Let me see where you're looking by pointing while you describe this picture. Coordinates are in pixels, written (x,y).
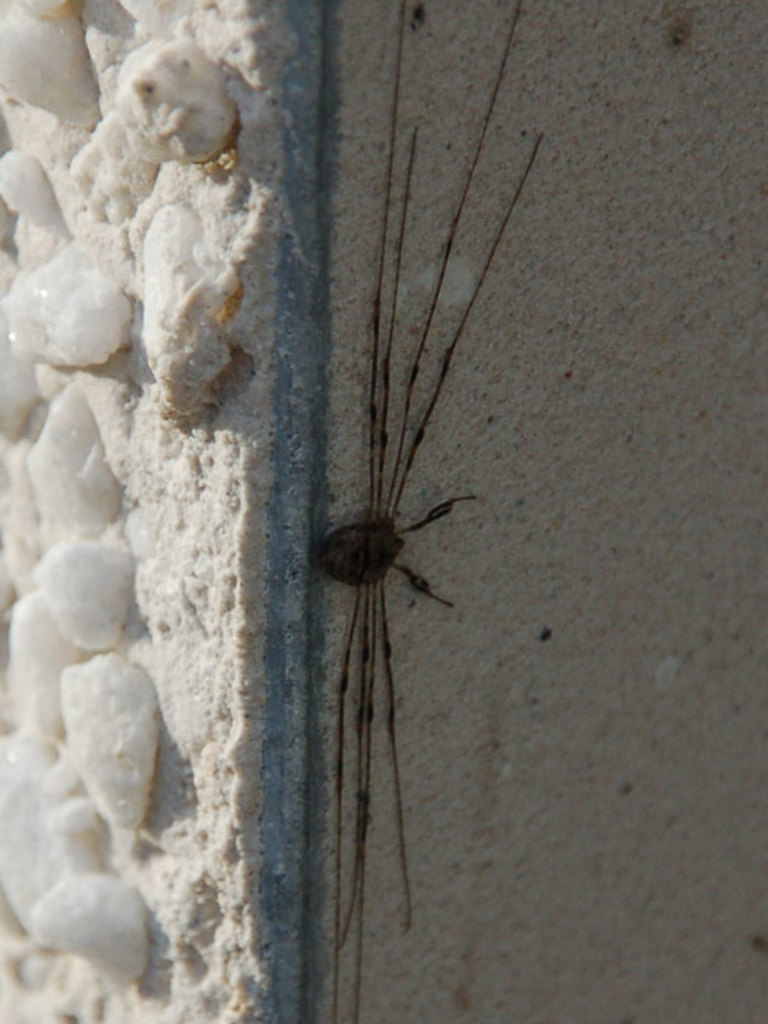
In this picture, it seems like a long-legged creature (370,550) on the wall (224,410) in the foreground (327,574).
